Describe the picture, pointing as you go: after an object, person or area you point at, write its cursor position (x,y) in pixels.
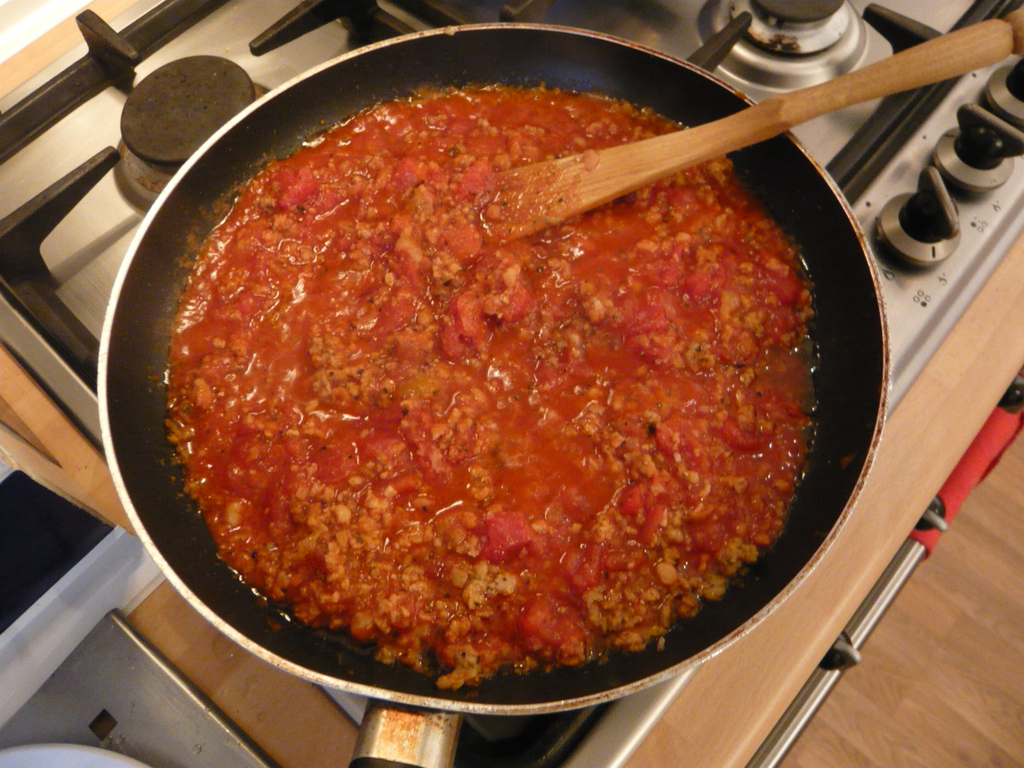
In this image, I can see a frying pan (842,257), which is placed on the stove (843,167). This frying pan (295,152) contains food item (623,420). I think this is a wooden serving spoon (688,149).
